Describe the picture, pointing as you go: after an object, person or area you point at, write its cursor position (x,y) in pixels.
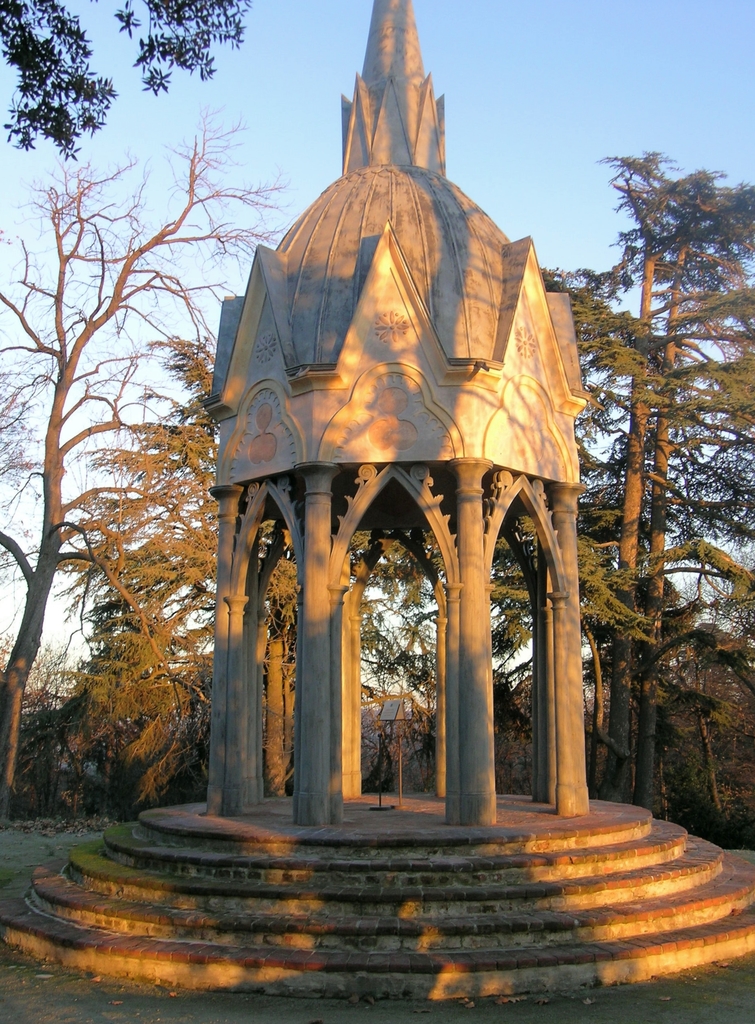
In this image I can see a gazebo (350,693). There are trees (241,199) and in the background (713,51) there is sky (83,238).
